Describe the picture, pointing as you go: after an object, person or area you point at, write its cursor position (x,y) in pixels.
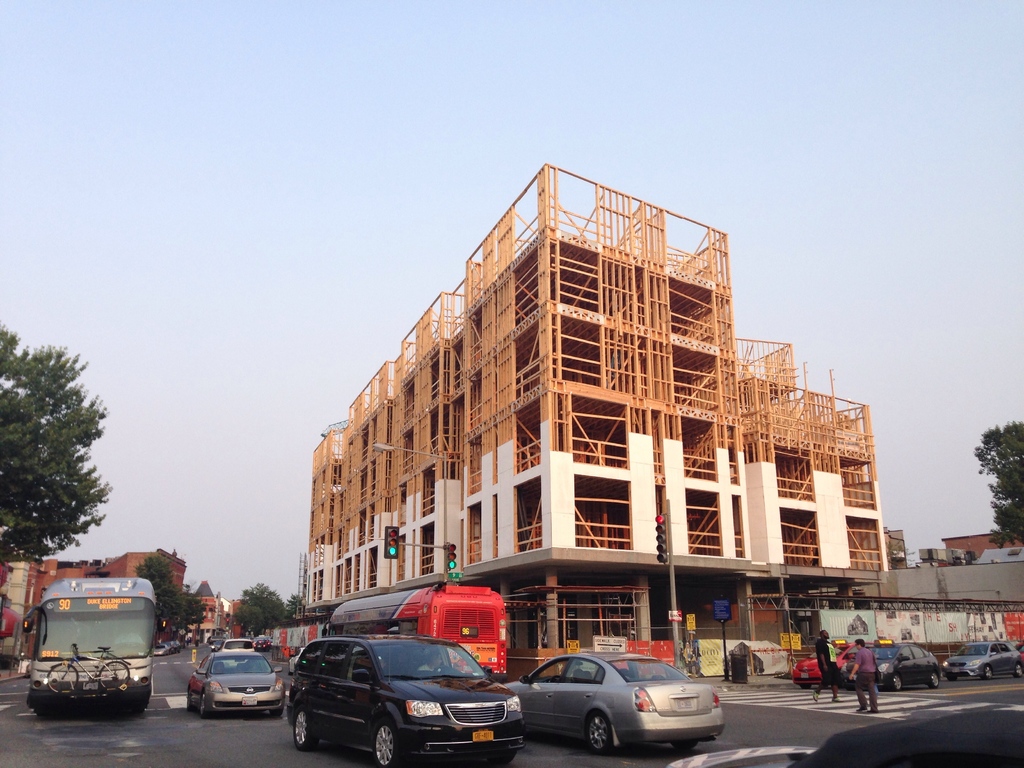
In this image we can see a building (638,497). We can also see traffic lights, a pole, a board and some vehicles (490,669) on the road (809,723). On the right side (817,690) we can see two people (833,692) on the zebra crossing (805,695). On the backside (324,305) we can see some trees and the sky (167,307) which looks cloudy.
